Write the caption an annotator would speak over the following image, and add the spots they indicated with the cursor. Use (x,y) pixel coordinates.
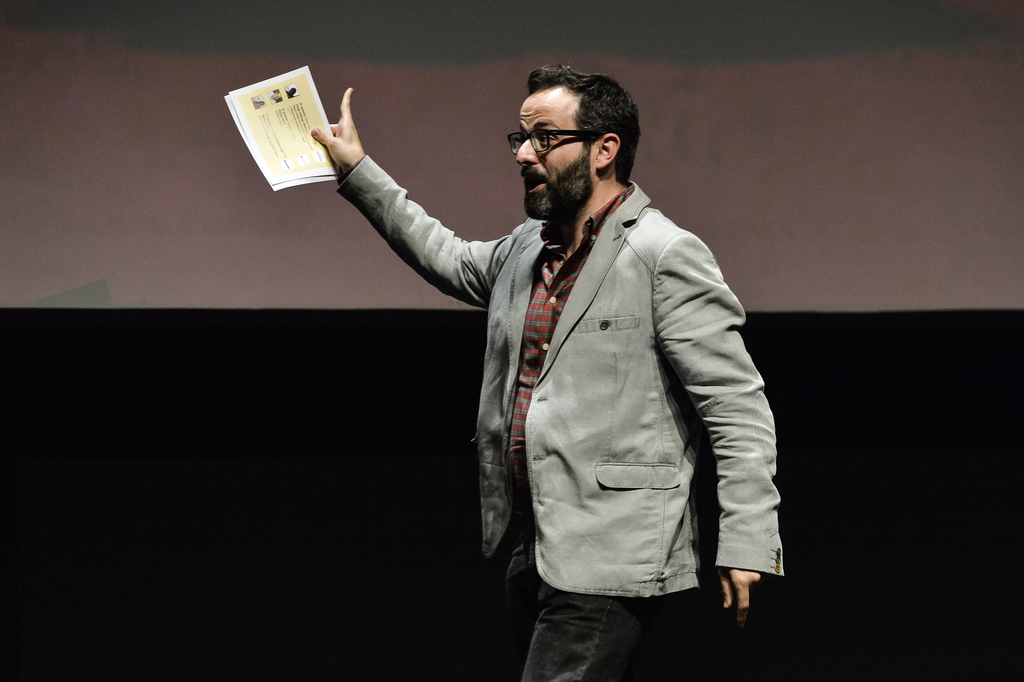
In this image we can see a person (644,506) wearing grey color jacket (609,505), shirt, jeans (565,615) and spectacles (597,134) is holding some papers (272,125) in his hands (348,129) and standing. The background of the image (877,262) is dark.
